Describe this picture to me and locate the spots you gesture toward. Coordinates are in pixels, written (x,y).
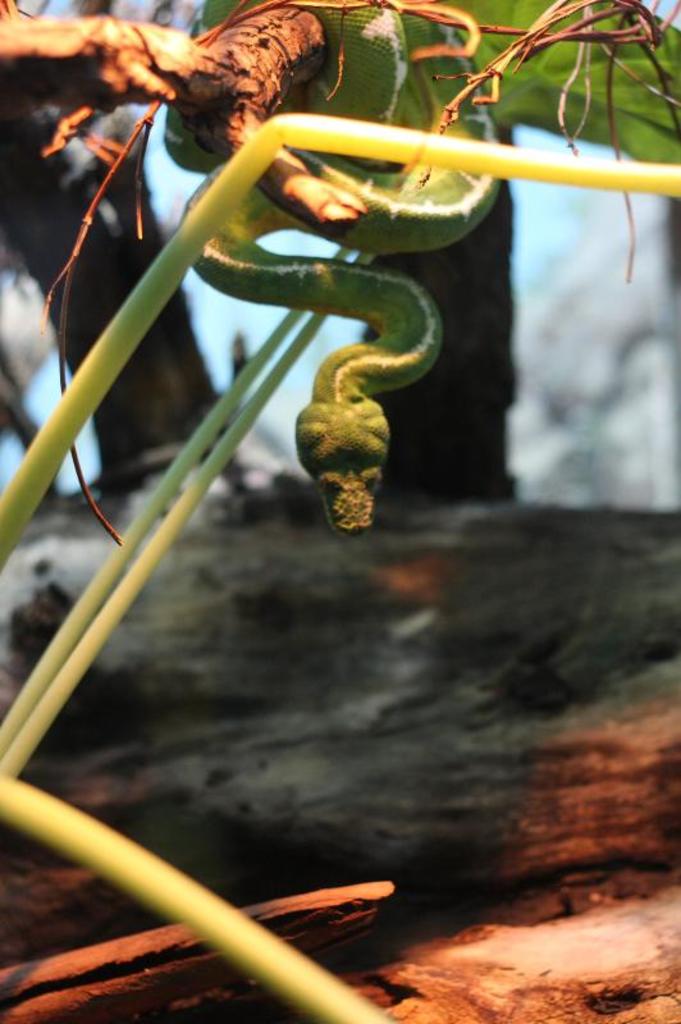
In this image in the foreground (131,878) there are plants (177,479) and at the top (360,47) there is snake (346,268), and in the background (399,566) also there are some trees (37,142).
